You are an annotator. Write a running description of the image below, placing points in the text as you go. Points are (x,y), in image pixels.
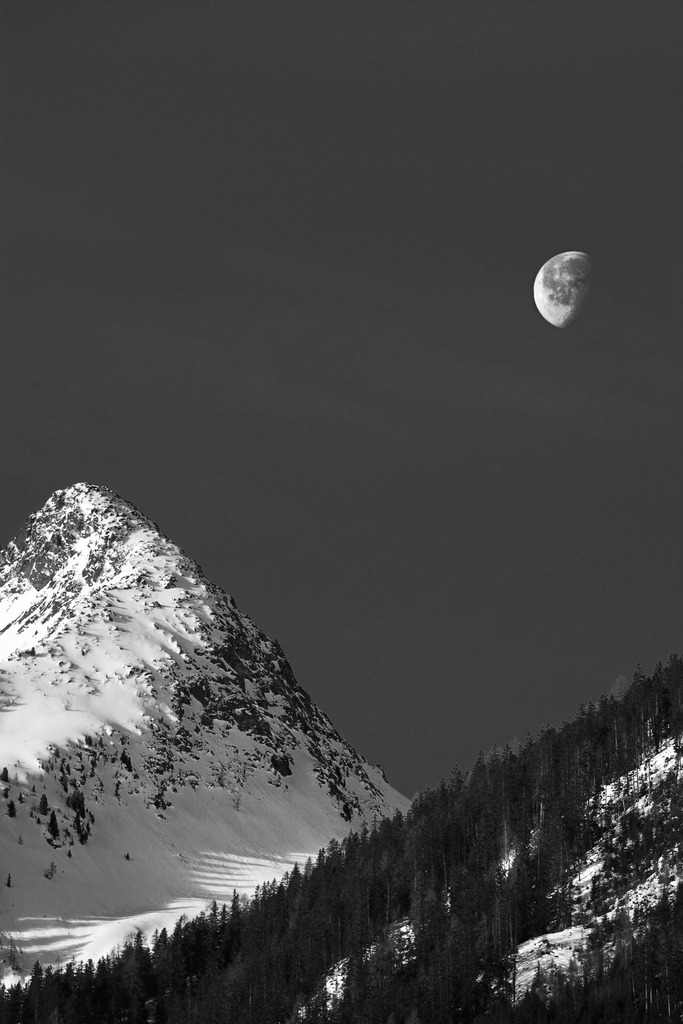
In this image I can see few mountains (67,593) and on the mountains (100,617) I can see the snow (111,667) and few trees (499,771). In the background (374,486) I can see the sky (325,375) and the moon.
